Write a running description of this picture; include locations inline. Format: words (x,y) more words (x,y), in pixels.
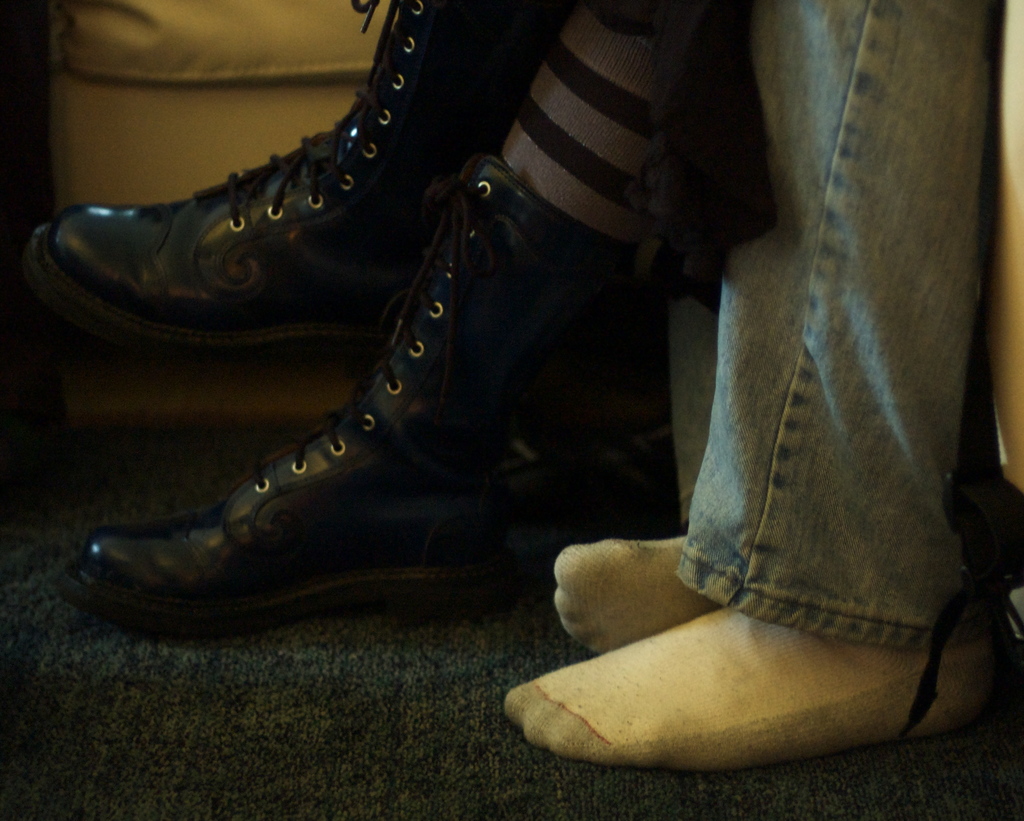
In this picture we can see legs (871,404) of two persons (468,338), and a person (472,470) wore shoes (387,395), at the bottom (267,647) we can find a mat (452,679).
